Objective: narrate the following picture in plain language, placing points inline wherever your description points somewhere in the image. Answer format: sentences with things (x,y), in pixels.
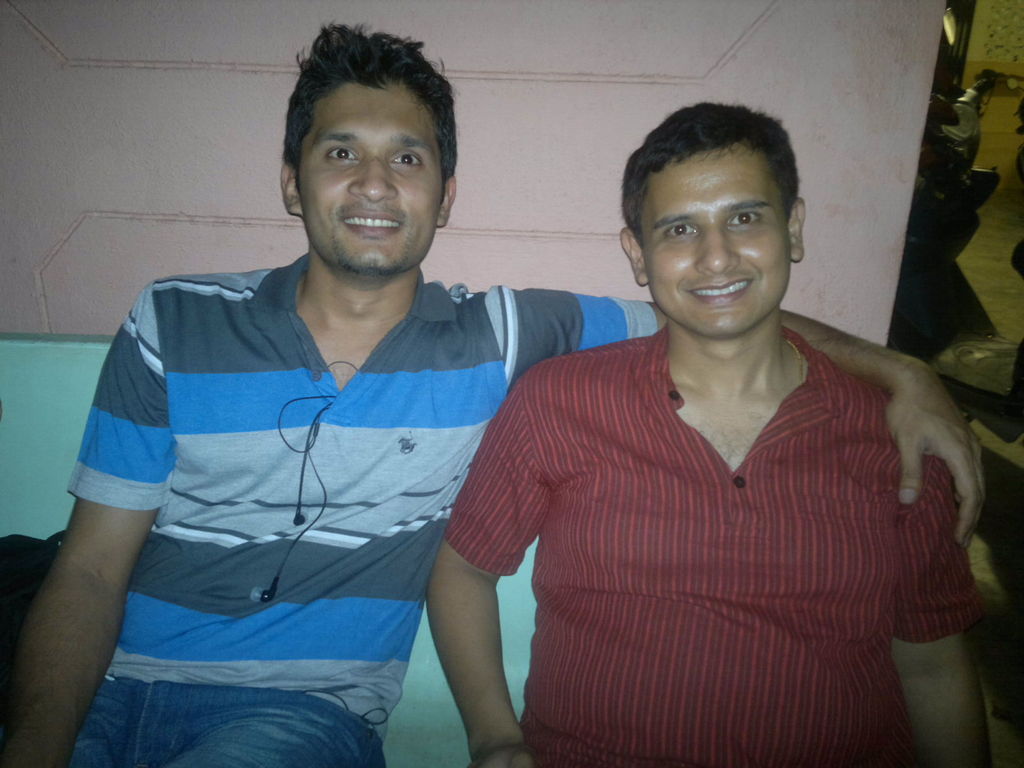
In this image there are two men (451,442) sitting. They are smiling. Behind them there is the wall (606,3). To the right (933,228) there are a few objects (968,149) in the image.
